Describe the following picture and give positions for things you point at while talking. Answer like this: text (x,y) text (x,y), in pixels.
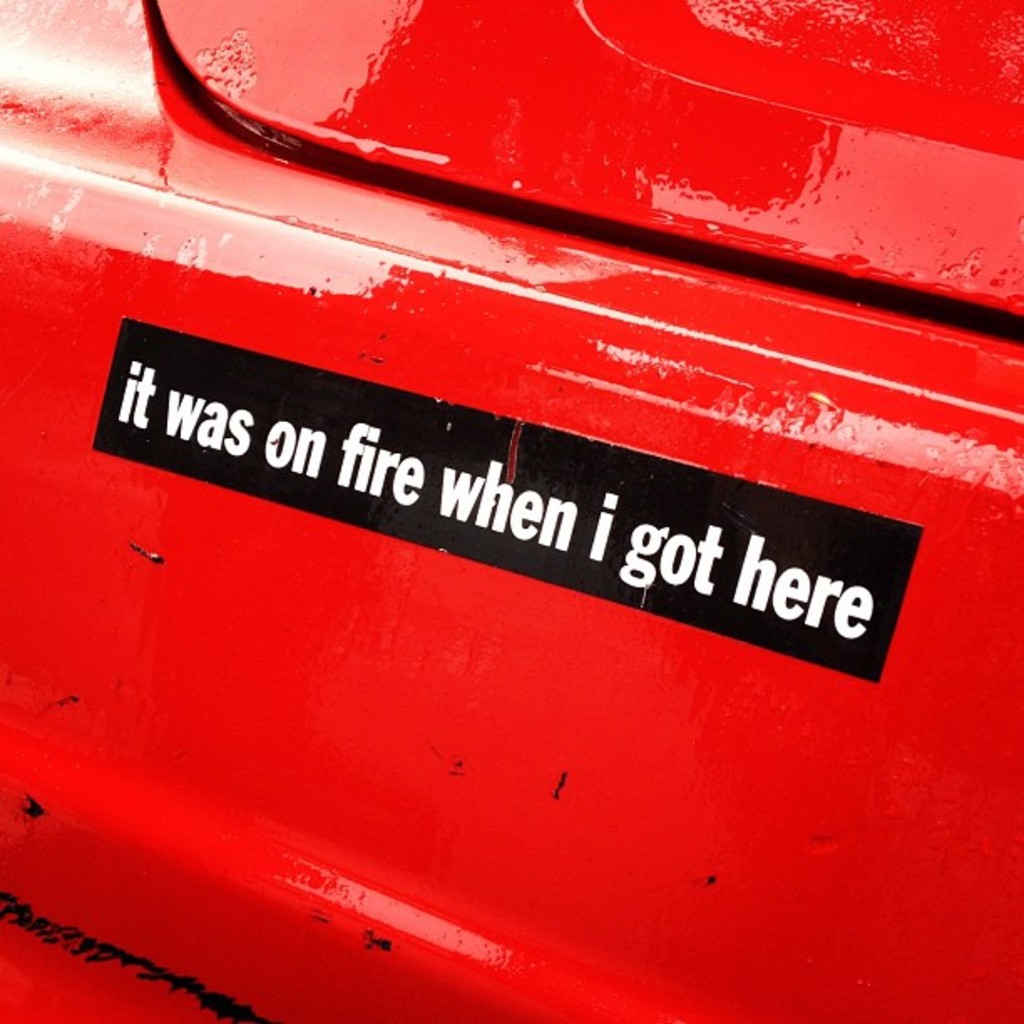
In this image we can see backside of the car (342,671). On the car (768,794) something is written.
